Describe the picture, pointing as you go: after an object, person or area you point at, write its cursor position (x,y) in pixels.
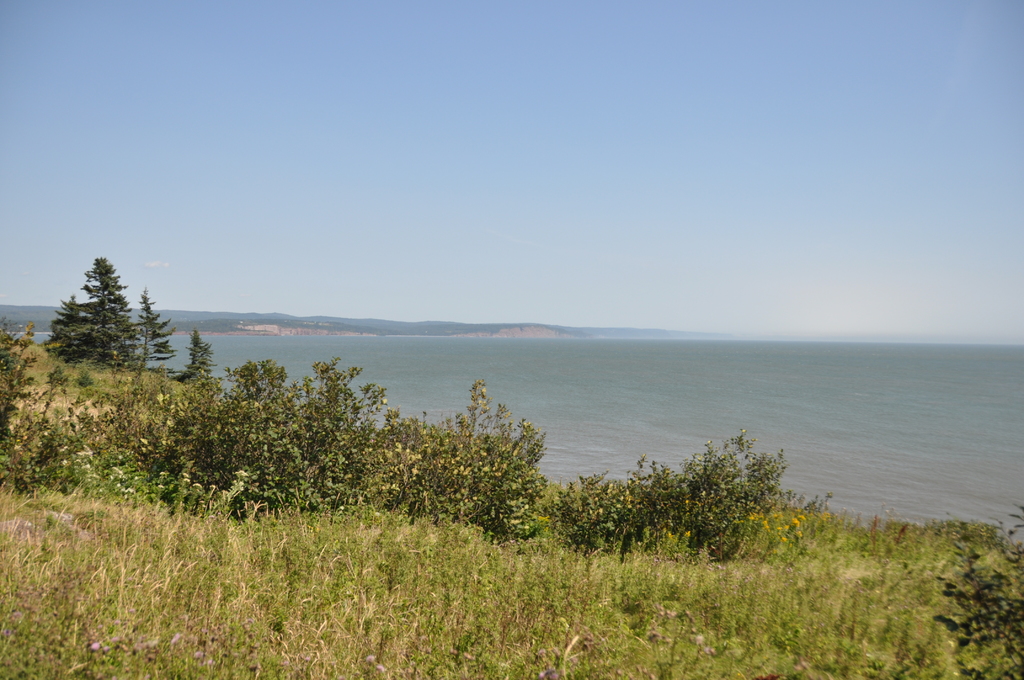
In this picture I can see trees (103,354), plants (549,561) and water (669,459) and I can see a blue cloudy sky (432,187).
